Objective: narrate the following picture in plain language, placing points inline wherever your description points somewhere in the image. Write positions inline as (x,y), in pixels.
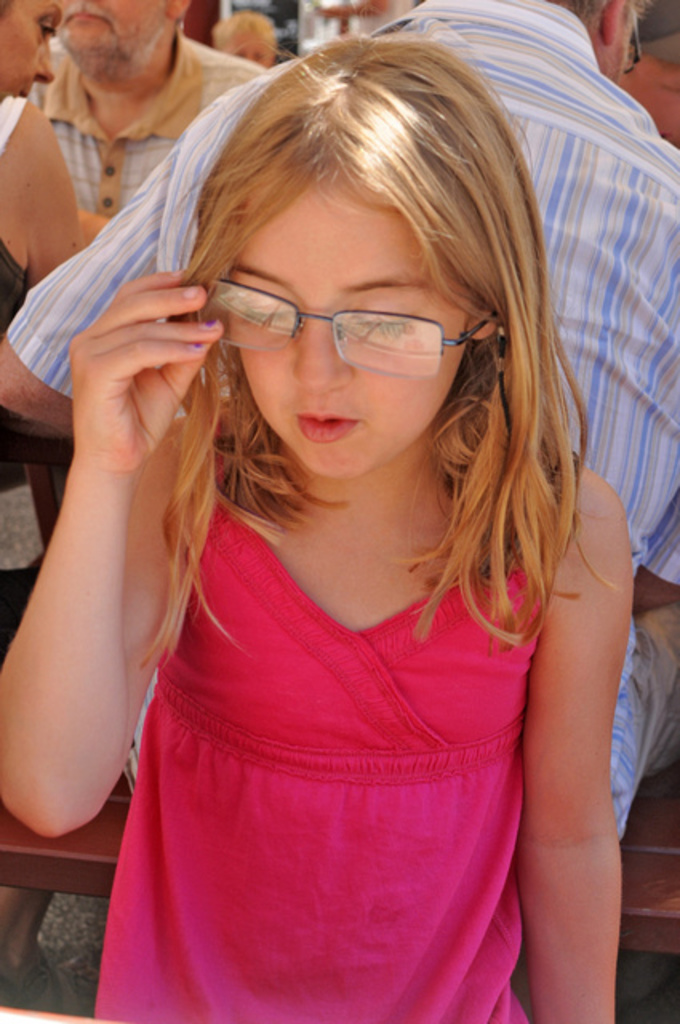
This image is taken outdoors. In the middle of the image (266,524) a girl (278,657) is standing and she has worn a spectacle (266,296). In the background (108,121) a few people (73,212) are sitting on the benches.
